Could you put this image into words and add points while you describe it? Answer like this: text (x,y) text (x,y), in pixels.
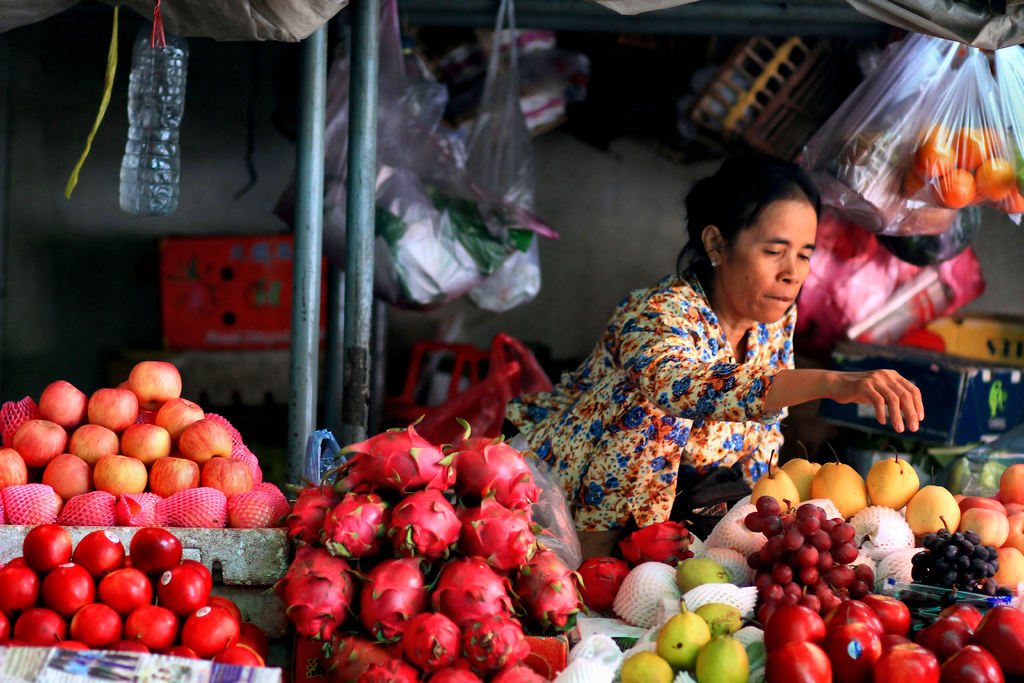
In This picture we can see fruit stall (237,527) with red apples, bunch of Dragon fruits (399,670), pears (727,635), red and black grapes (950,565). Behind we can see a woman (734,378) wearing colorful dress (662,425) sitting on the fruit stall (899,559). Above we can see some covers (850,156) hanging. On the left side (128,92) we can see plastic water bottle (141,184) hanging from the top shed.
